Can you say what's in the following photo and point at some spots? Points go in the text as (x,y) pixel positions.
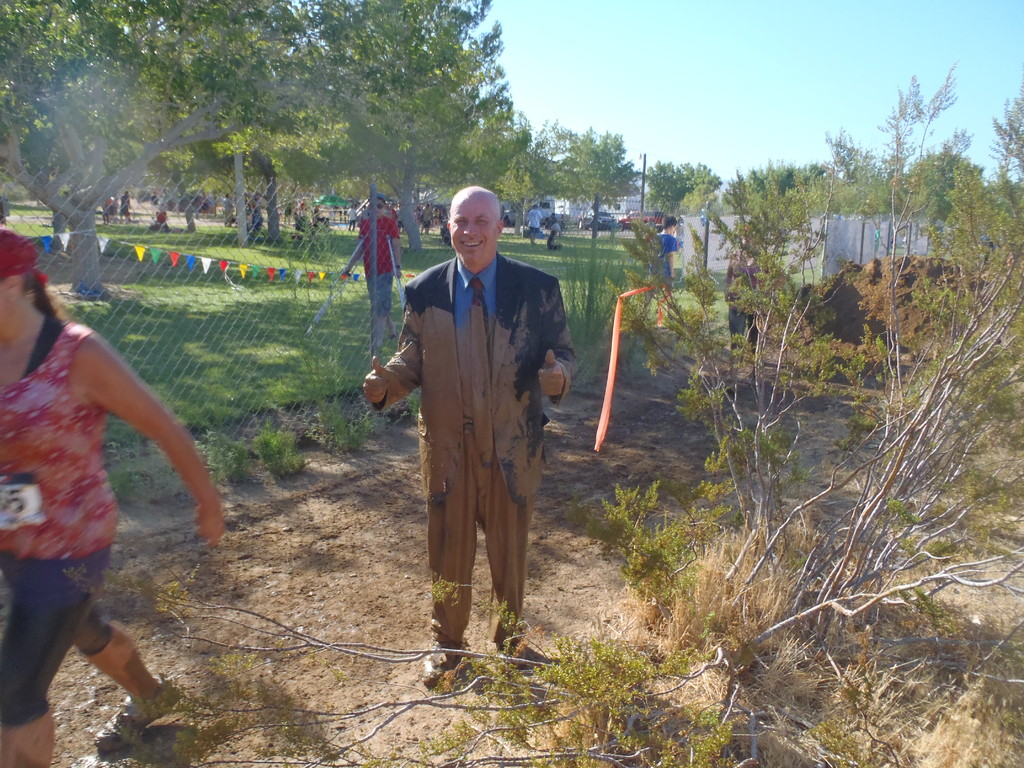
In this image we can see people (22,329), ground (266,746), grass (276,294), plants (803,609), poles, mesh (127,343), flags (323,276), wall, trees (429,170), and vehicles (505,212). In the background (731,165) there is sky (931,79).
